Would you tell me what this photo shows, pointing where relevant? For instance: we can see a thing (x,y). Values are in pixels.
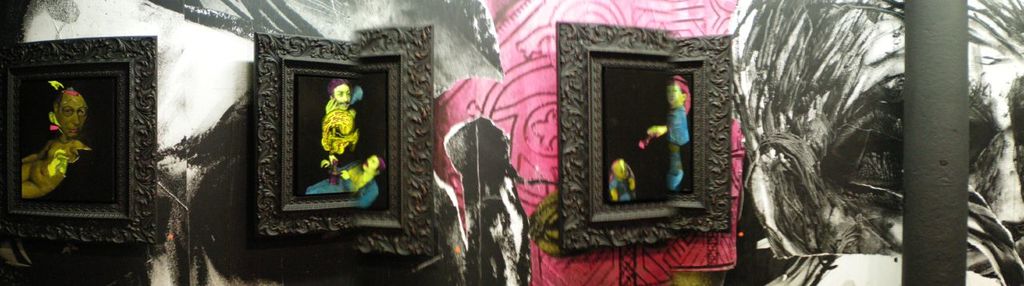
In the center of this picture (360,129) we can see the picture frames (702,189) containing pictures (336,128) of some persons (336,128) and in the background (859,152) we can see the pictures (850,113) of some other objects (784,58). On the right corner (942,42) we can see an object (943,186) which seems to be the metal rod (935,68) and this picture seems to be an edited image.
